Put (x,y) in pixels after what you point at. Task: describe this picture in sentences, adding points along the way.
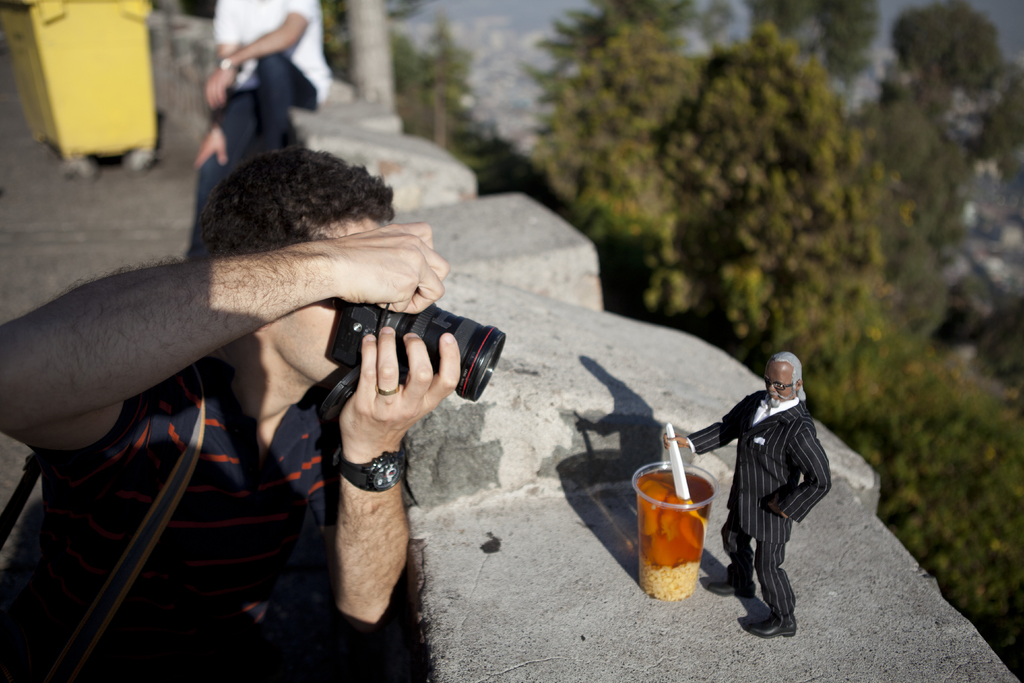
In this picture is a person (226,274) holding a camera (356,316) in both hands (380,423) and there was a toy (784,594) on the rock (613,607), there is a cup (647,577) in front of it in the background (216,143) there is a person (286,40) sitting over here and there trees (732,197).
